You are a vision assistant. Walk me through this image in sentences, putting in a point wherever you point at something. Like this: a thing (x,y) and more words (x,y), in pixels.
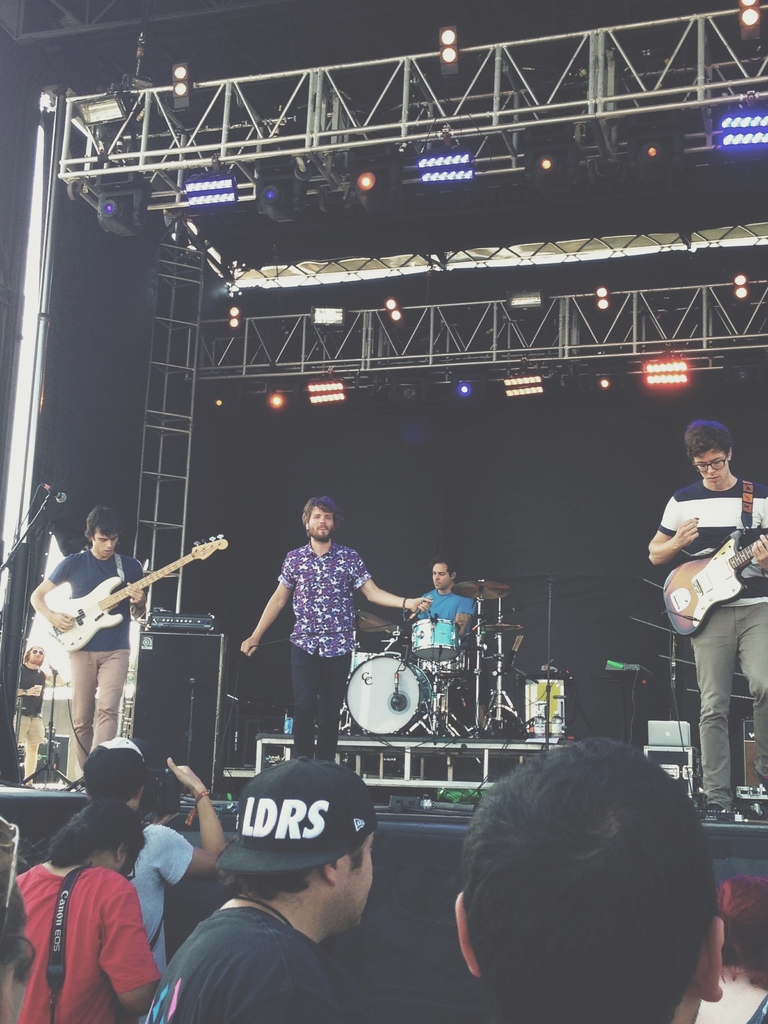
In this image I can see the people (707,629) standing on the stage (534,562) and playing musical instruments (723,596). Among them two people (720,629) are playing guitar (707,608) and one is playing drum set (426,722). In front of them there are people (24,882) standing and taking the pictures.
